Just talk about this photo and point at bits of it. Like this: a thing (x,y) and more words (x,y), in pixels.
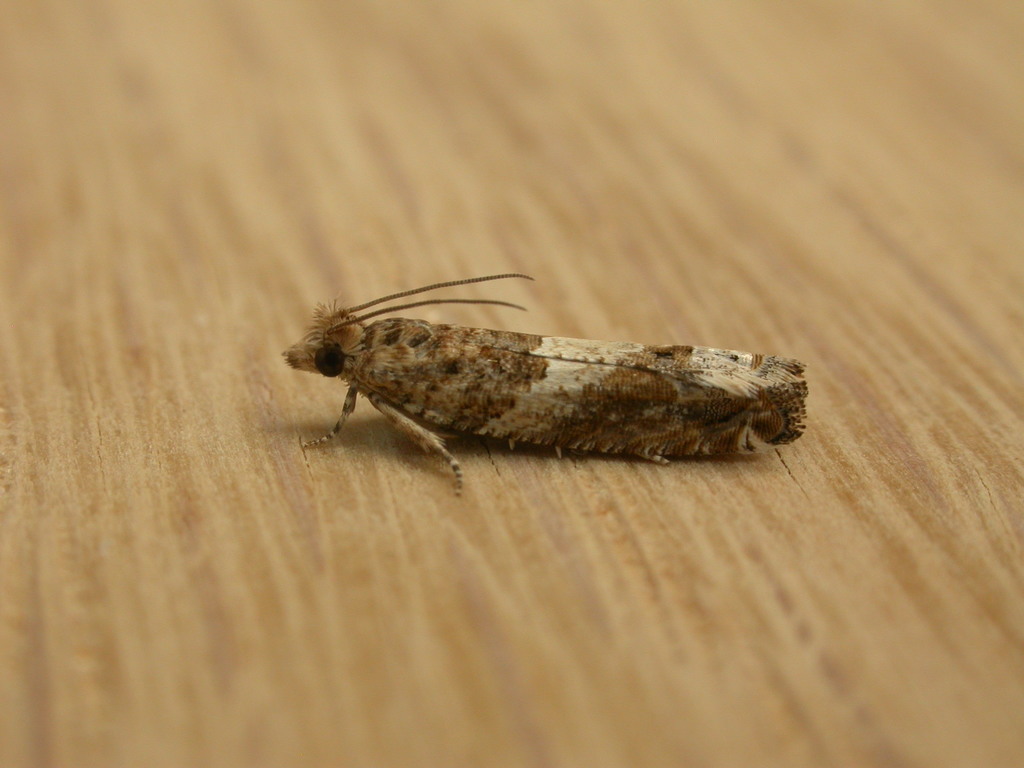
In this image we can see an insect (589,378) and which is on the wooden floor (713,600).
